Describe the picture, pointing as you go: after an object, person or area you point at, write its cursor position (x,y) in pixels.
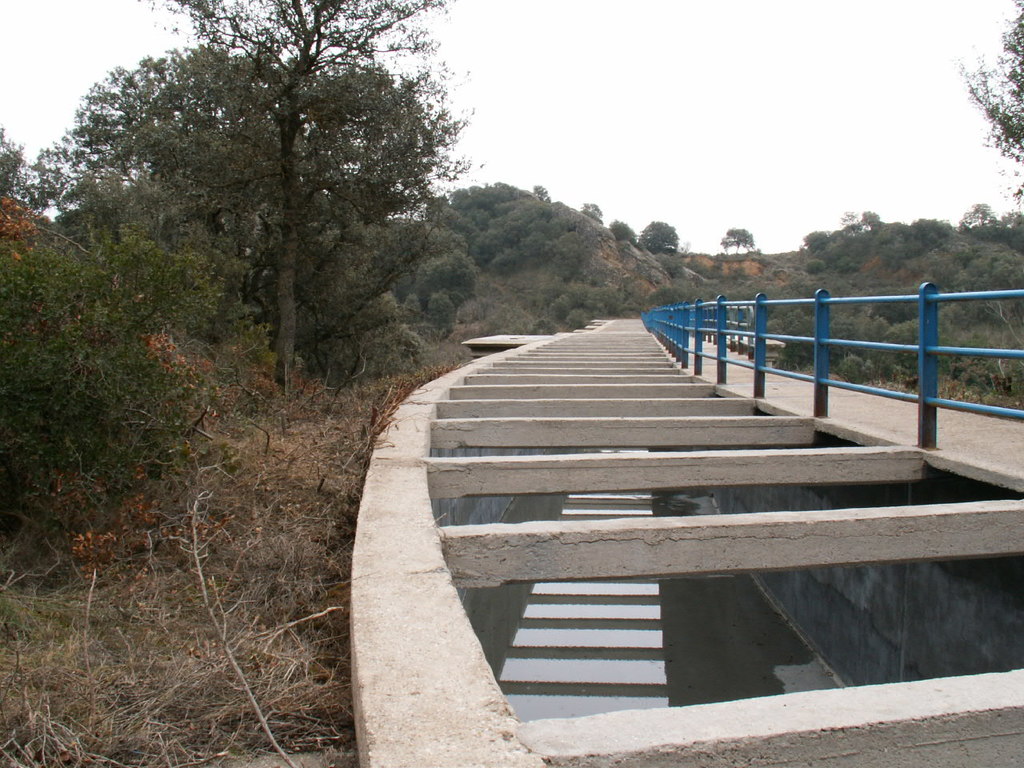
In this image I can see the bridge (904,436) and the railing (925,430). I can see the water (588,663) and the grass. In the background (405,304) there are many trees (468,281), clouds (447,100) and the sky (454,64).
